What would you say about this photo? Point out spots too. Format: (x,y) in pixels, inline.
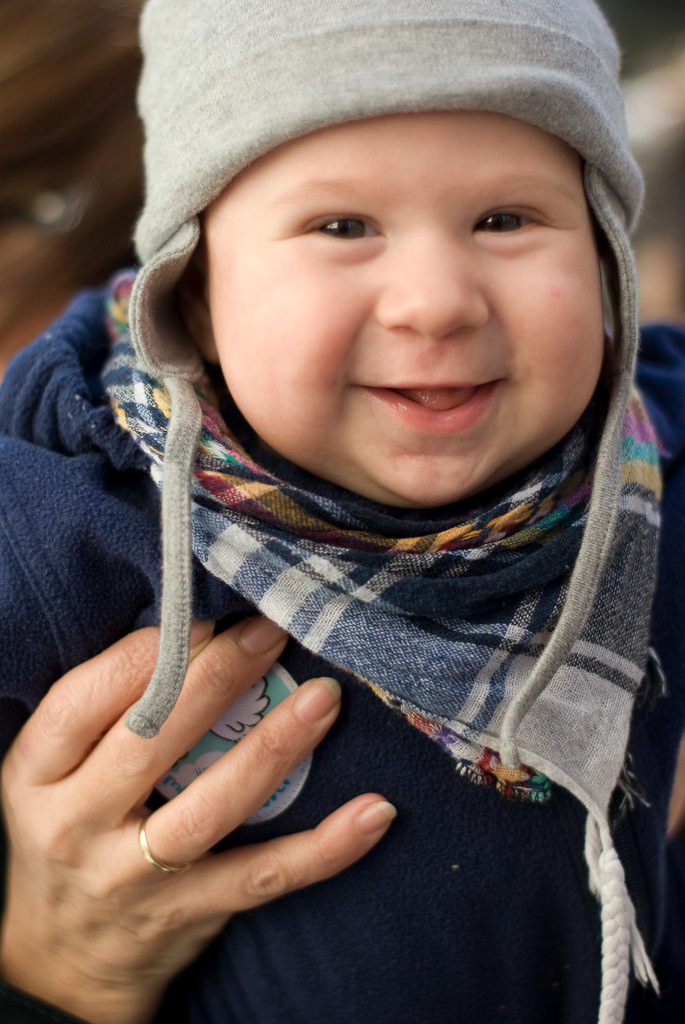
In this image there is a baby (381,667) and a hand (44,861) in the background (25,169) it is blurred.
